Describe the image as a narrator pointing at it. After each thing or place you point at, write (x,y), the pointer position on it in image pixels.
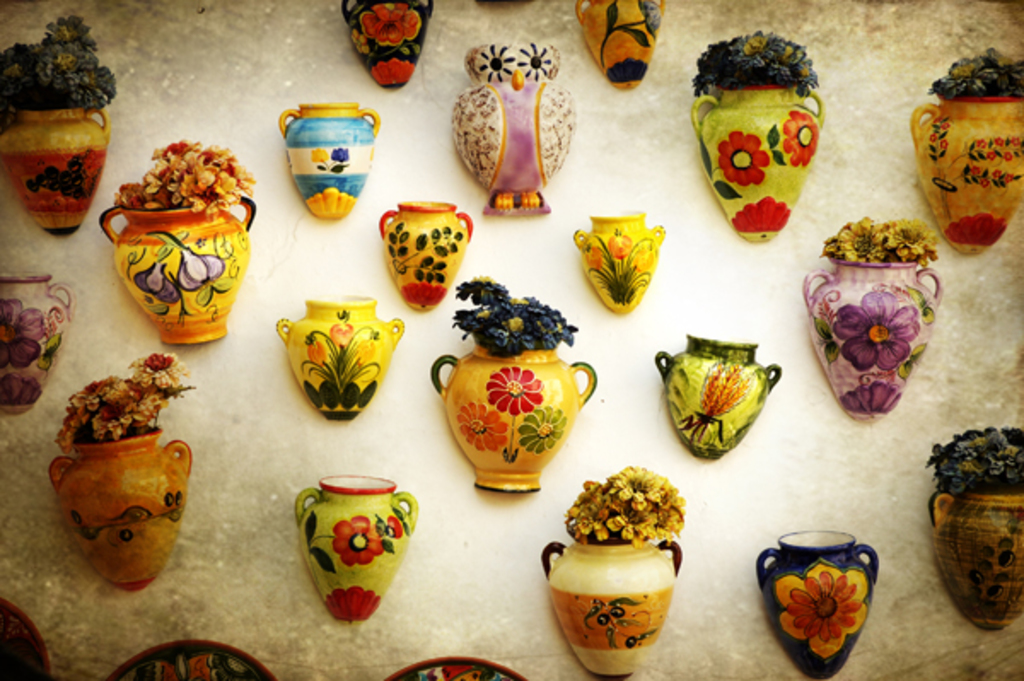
In the picture we can see a wall (8,559) with a sculptures (626,570) of flower pots (1018,500) on it with different kind of paintings (848,357) on it.
